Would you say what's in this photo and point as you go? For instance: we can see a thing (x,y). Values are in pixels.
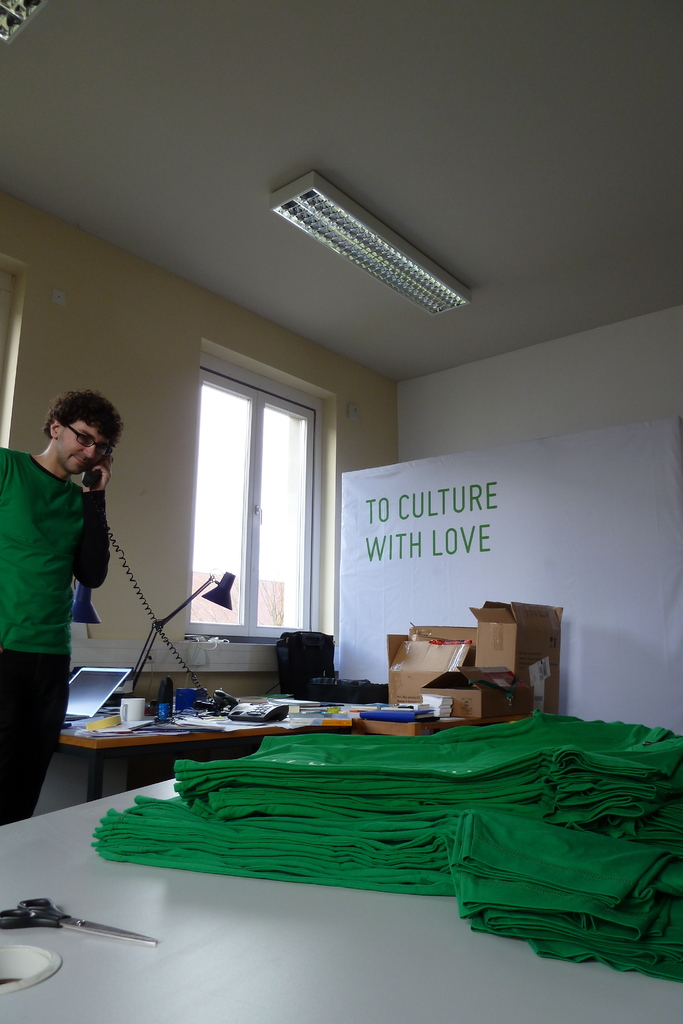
In this picture we can see a man (14,504) wore a spectacle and holding a phone (84,478) with his hand (104,472) and standing and in front of him on tables (340,1023) we can see clothes (214,869), scissor (53,913), lamp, laptop (93,697), cup (129,715) and some objects (118,714) and in the background (156,667) we can see boxes (434,669), wall (344,456), window (290,398).
